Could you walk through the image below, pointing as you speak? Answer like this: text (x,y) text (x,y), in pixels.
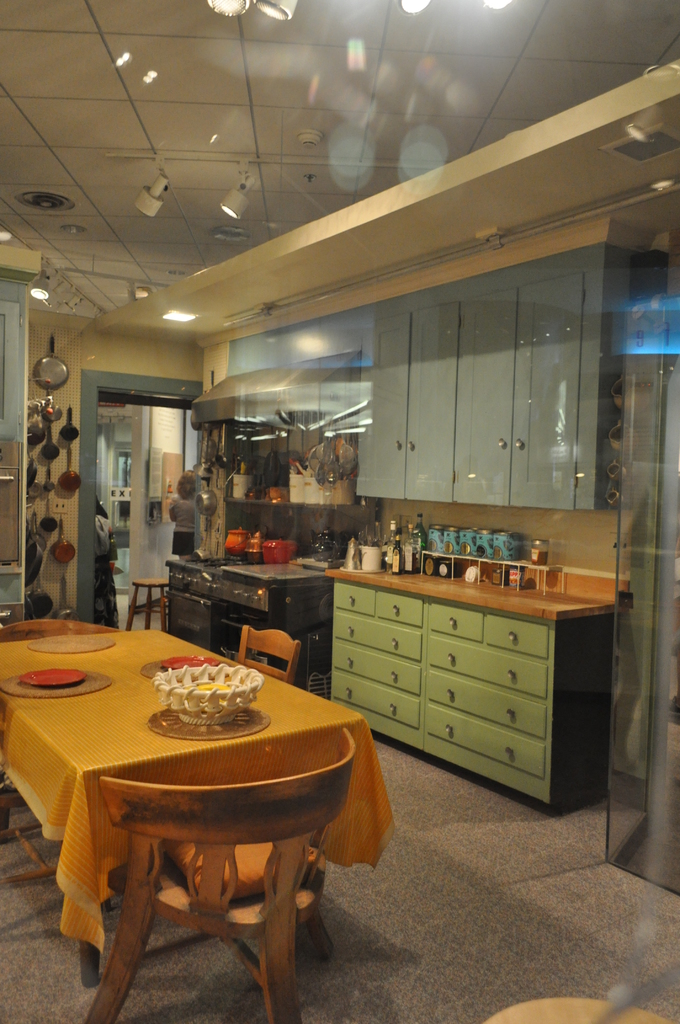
In this image we can see a table (114,756) on the floor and plates (66,677) on it, and here are the chairs (201,819), and here is the table (392,685) and bottles (416,548), and some objects (453,569) on it, and at above here is the roof (319,101), and here are the lights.
